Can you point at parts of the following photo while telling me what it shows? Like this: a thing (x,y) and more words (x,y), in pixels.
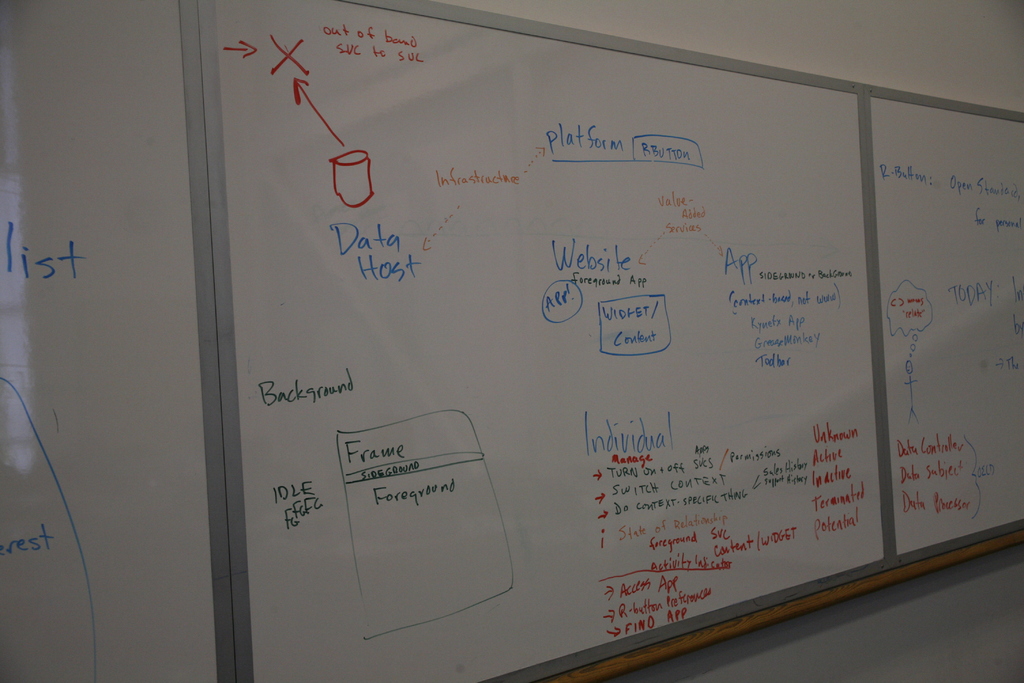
In this picture we can see many white classroom boards (386,507) on the wall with something written on them.
